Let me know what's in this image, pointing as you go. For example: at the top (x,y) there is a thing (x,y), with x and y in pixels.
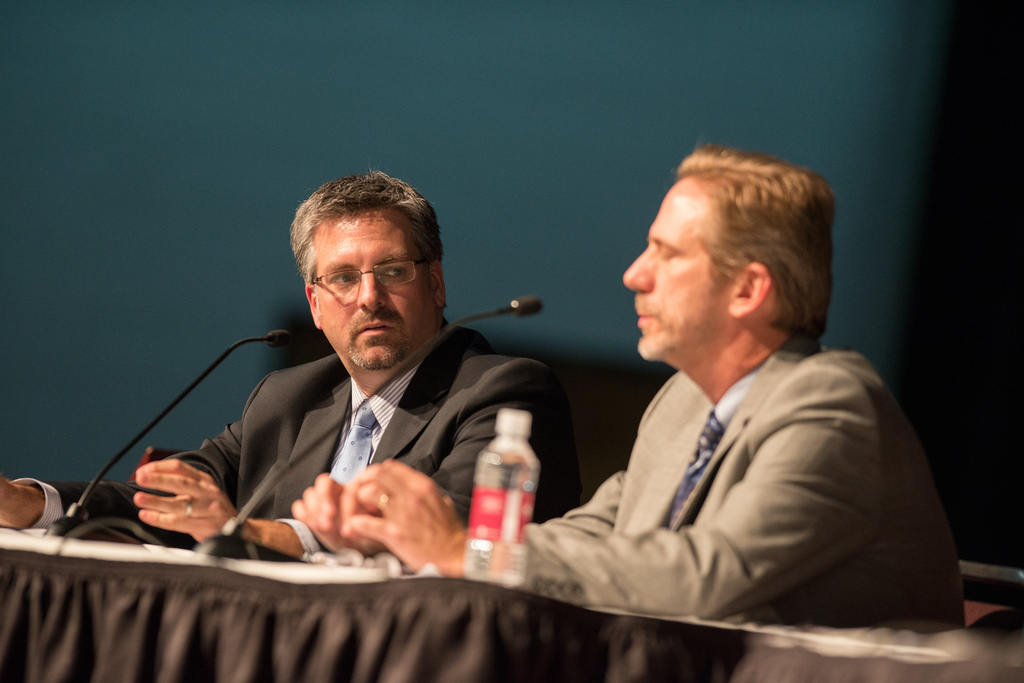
In this image I can see two persons (714,519) sitting. In front (507,474) I can see mics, bottle (516,484) on the table (227,599). Background (415,63) is in green and black color.
